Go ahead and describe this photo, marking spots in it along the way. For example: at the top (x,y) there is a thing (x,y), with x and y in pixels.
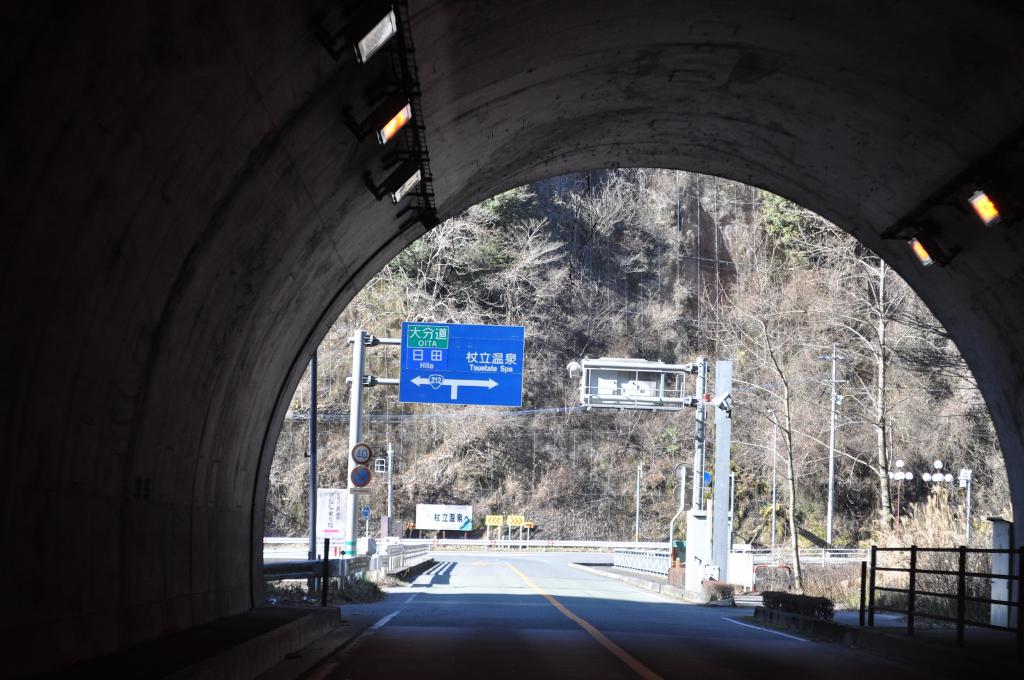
The picture is taken from a tunnel (142,230). In the center of the picture (621,389) there are sign boards (586,400), plants (789,596) and railing (394,557). In the background (424,422) there are trees (609,234), hill (495,507), sign board (442,515) and poles (831,460).
